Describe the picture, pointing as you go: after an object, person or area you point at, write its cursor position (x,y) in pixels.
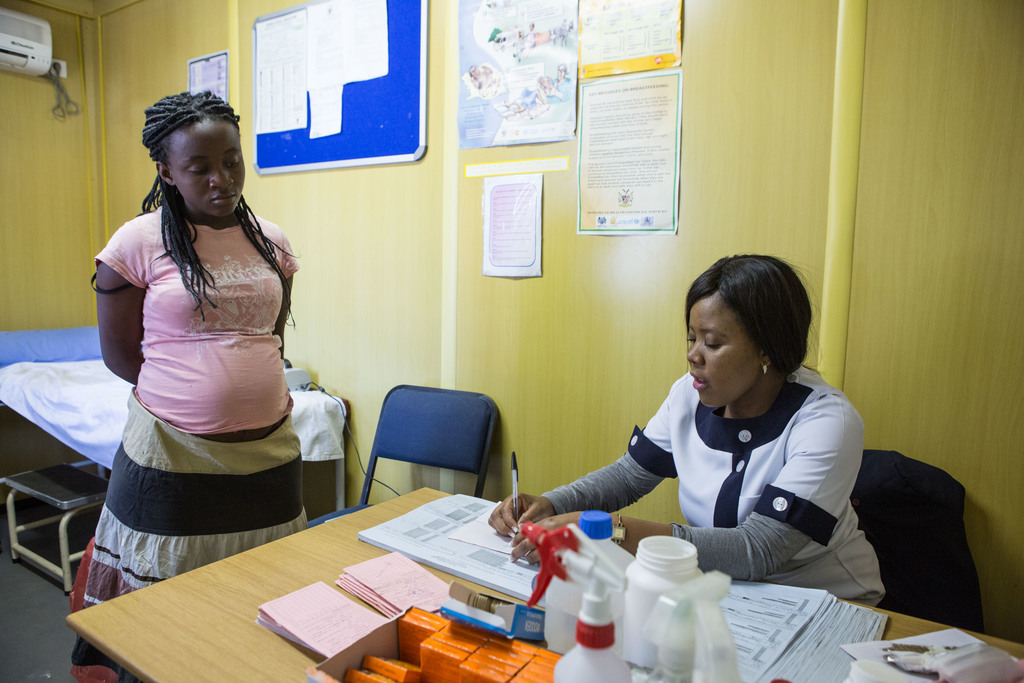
In this image I can see two persons (118,359), the person (632,447) at right (729,457) is sitting on the chair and holding a pen (513,489). In front (379,565) I can see few bottles (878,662), papers (850,631), boxes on the table (279,642), background (456,408) I can see a chair (430,410) and a bed (305,385) and I can see few boards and papers (554,34) attached to the wooden wall (416,238).
